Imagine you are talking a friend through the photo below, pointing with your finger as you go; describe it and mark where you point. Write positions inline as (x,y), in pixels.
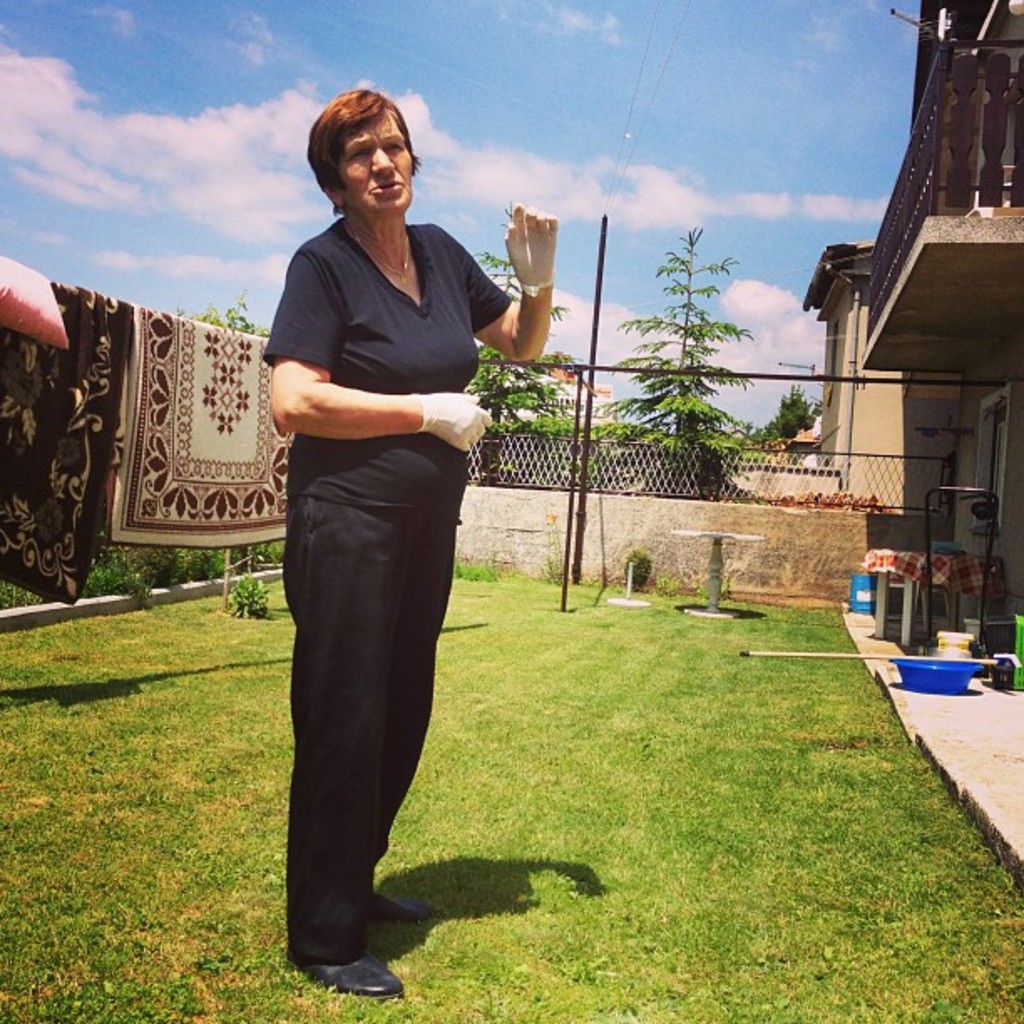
In this picture I can see a woman (502,341) standing she wore gloves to her hands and I can see trees (706,420) and buildings (869,329) and couple of blankets (183,458) and a pillow (19,297) and a metal fence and i can see a bucket (876,602) and a tub (936,676) and a mopping stick (884,654) and i can see a chair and a table (716,555) and grass (616,748) on the ground (684,878) and few plants (243,610).
